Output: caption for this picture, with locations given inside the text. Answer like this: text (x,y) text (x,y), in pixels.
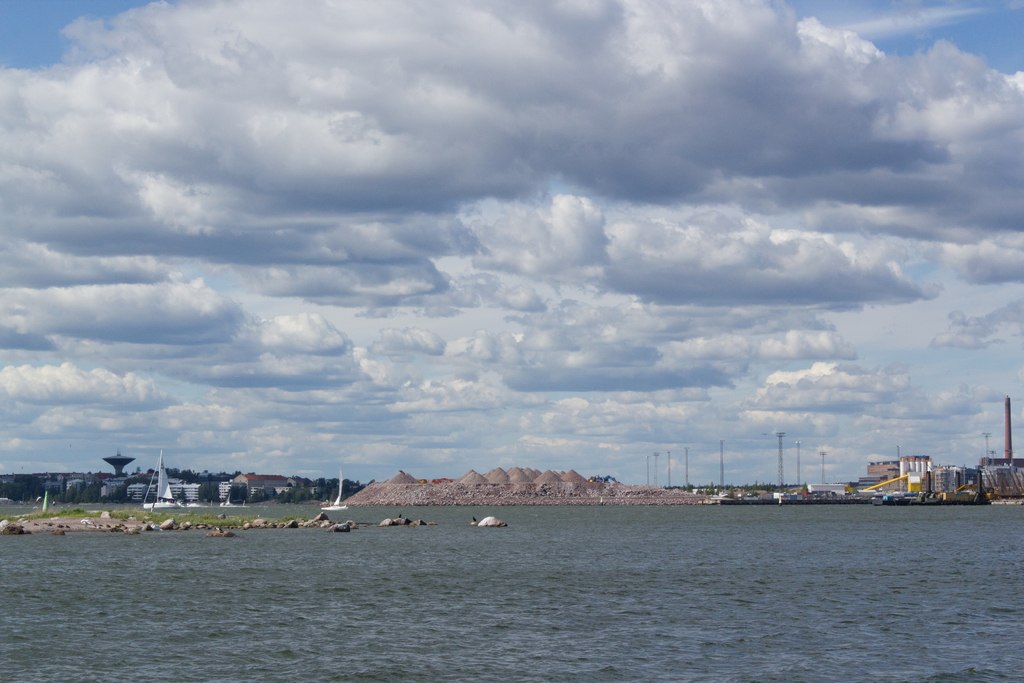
In this image we can see some buildings (897,473), poles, rocks (435,490), gravel heaps (417,486) and other objects (311,496). At the top of the image (428,131) there is the sky (492,161). At the bottom of the image (340,583) there is water (470,603).
